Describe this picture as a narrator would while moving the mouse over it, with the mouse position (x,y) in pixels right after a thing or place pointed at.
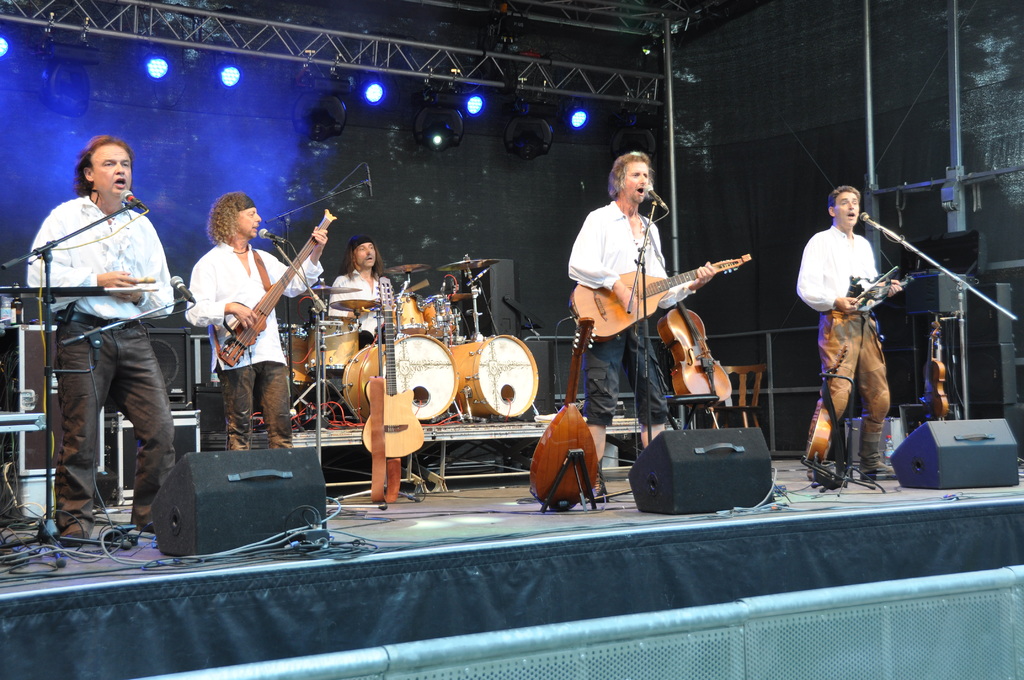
On this stage (610,544) this 4 persons (272,345) are standing. These 2 persons (200,308) are playing musical instrument (612,309). This person (377,289) is sitting and playing this musical instruments (408,364). These are guitars (578,417). This man (156,378) is singing in-front of mic (139,201). On top (542,116) there are focusing lights (582,118).
